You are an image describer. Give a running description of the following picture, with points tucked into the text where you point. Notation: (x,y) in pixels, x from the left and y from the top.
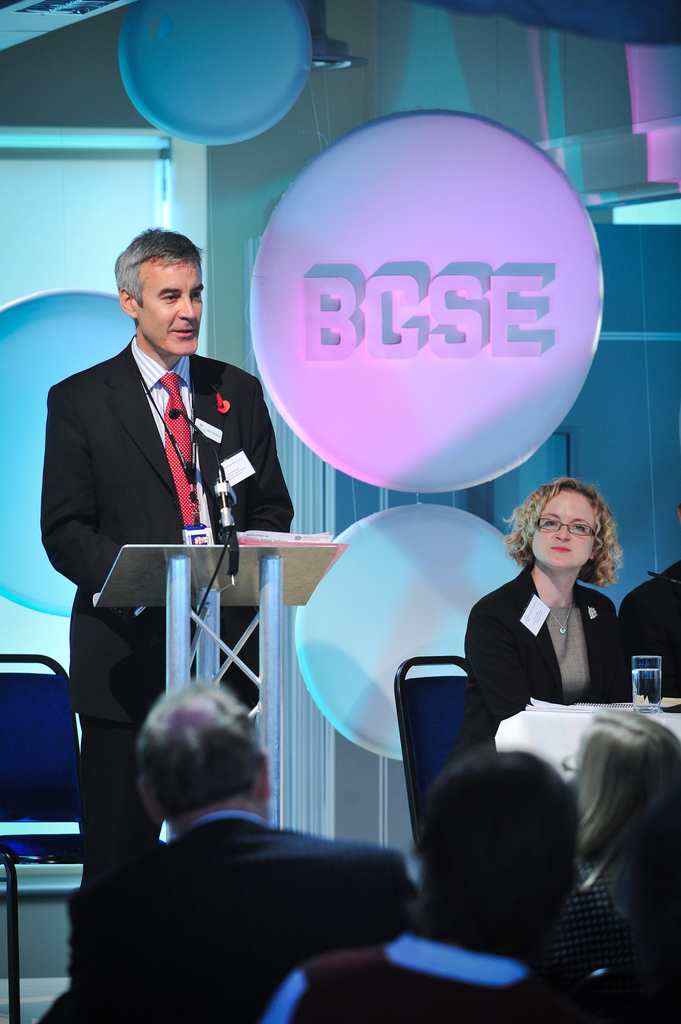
This picture describes about group of people (450,838) few are seated on the chair (427,709) and one person (92,456) is standing in front of podium (246,588), and talking with the help of microphone (193,424), in the right side of the given image a woman (516,662) is seated on the chair (426,675), in front of her we can see a glass (633,689) on the table (545,750).
